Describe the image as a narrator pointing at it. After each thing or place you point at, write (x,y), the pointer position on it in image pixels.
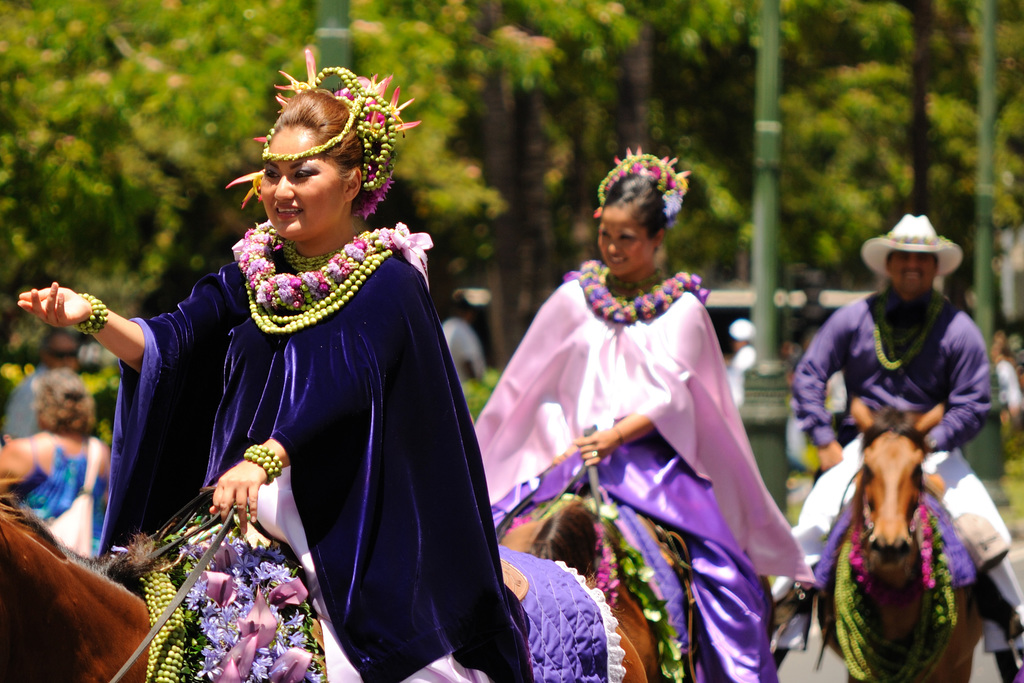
In the picture we can find some people (340,367) are riding horses (50,575) they wore a jewellery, and at the background (75,125) we can see some trees (81,113), pole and some people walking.
